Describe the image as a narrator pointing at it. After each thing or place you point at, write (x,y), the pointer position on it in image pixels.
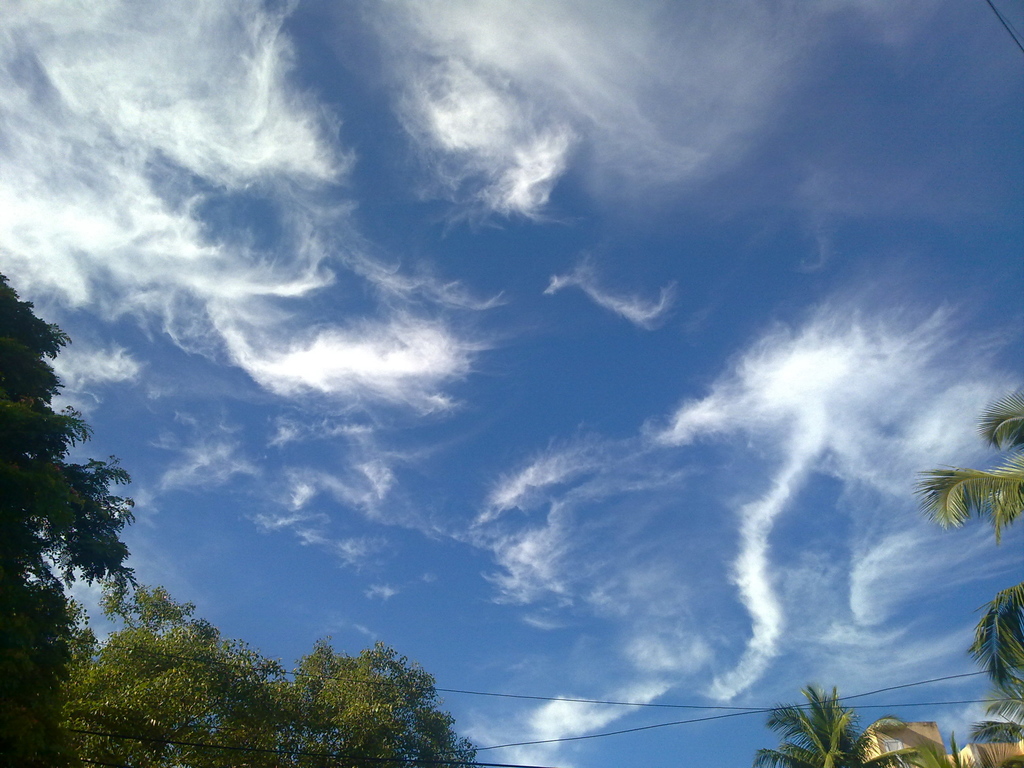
In this picture we can see few trees (961,506), cables (376,680) and clouds (144,264).
